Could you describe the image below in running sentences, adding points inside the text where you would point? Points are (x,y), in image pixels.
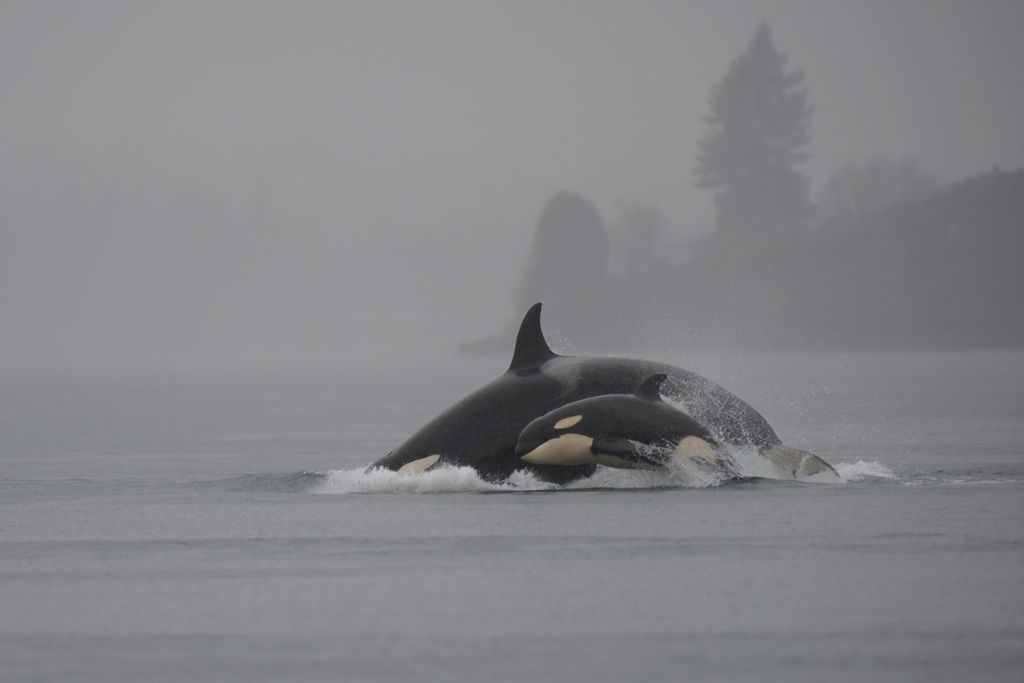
In this image we can see two whales (647,400) in the water (708,500). The background of the image (985,213) is filled with fog (698,148) where we can see trees (843,183).
